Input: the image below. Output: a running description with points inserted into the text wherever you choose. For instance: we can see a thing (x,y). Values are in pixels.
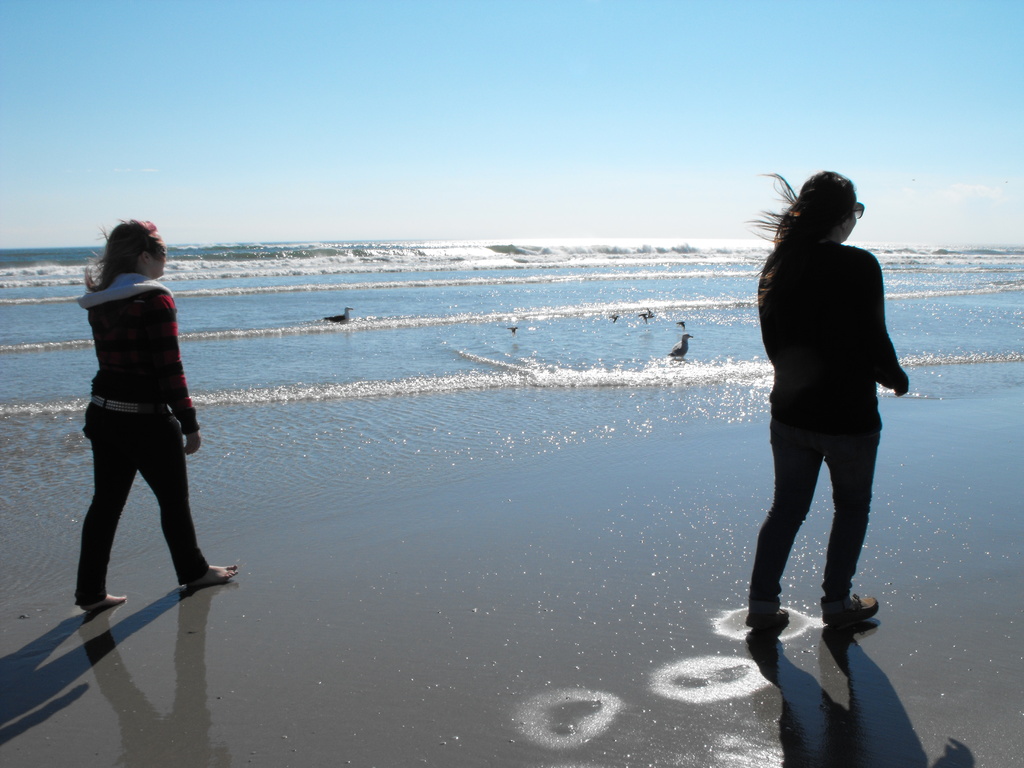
In this image there are two people (806,408) walking on the beach (577,521), in front of them there is water (620,268), in the water (441,338) there are a few birds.
